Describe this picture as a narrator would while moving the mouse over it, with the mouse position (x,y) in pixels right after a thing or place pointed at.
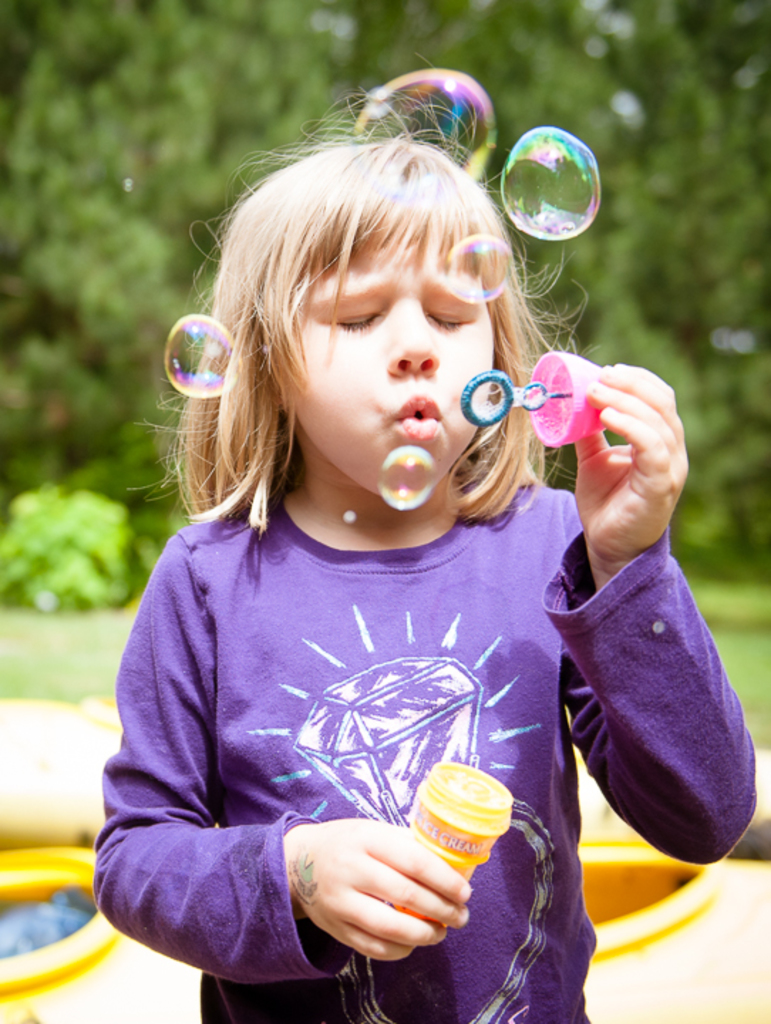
In this image there is a girl (372,440). She is playing with water bubbles (477,296). There is grass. There are trees (20,92) in the background (688,34).
